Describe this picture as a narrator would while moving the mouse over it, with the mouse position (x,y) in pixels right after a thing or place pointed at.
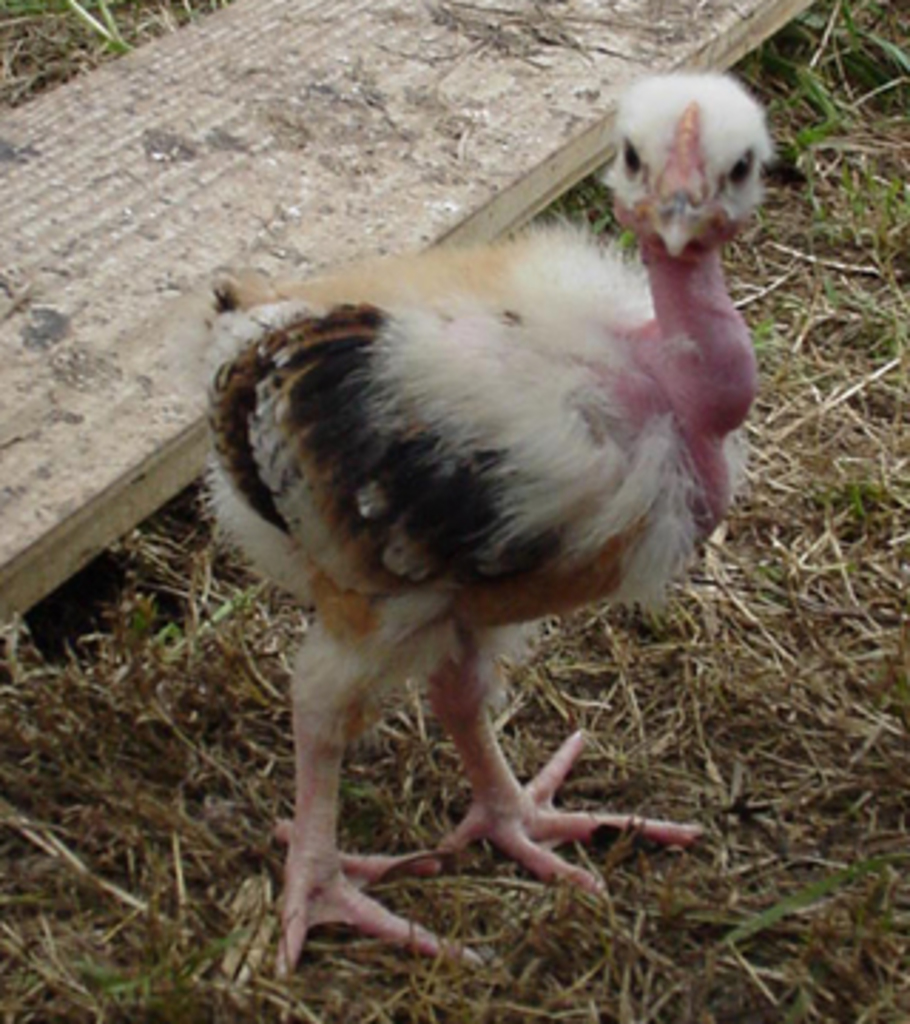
In the image we can see the bird (273,528), wooden sheet (426,245) and the grass (848,278).
